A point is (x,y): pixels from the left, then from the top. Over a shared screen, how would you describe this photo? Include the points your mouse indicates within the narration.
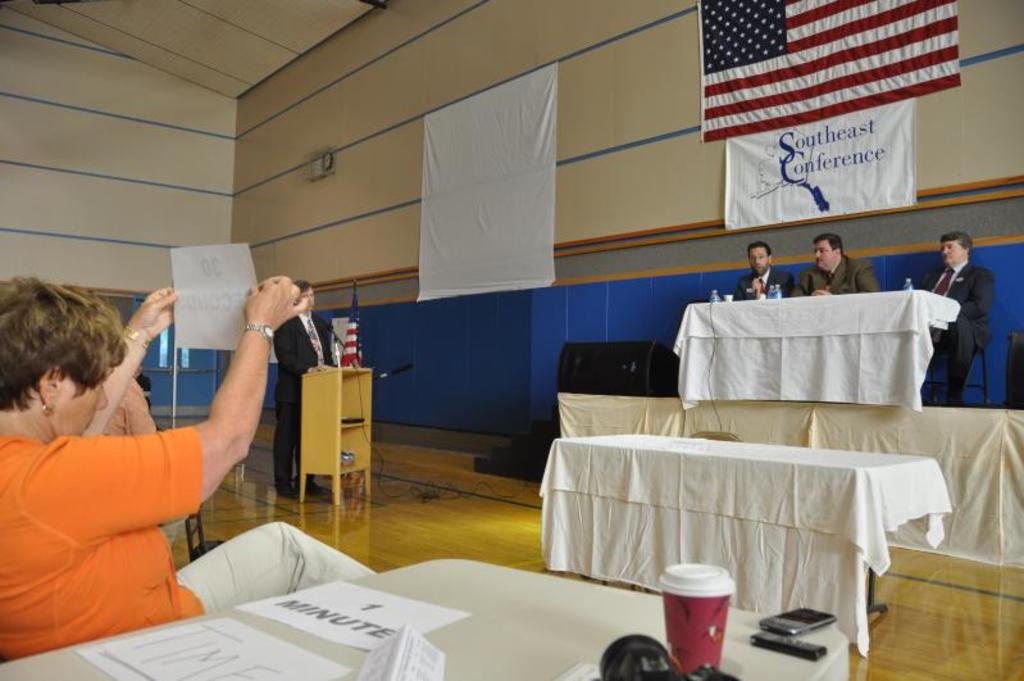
In the image we can see there is a woman (128,499) who is sitting and in front of them there are people (827,268) who are sitting on chair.
